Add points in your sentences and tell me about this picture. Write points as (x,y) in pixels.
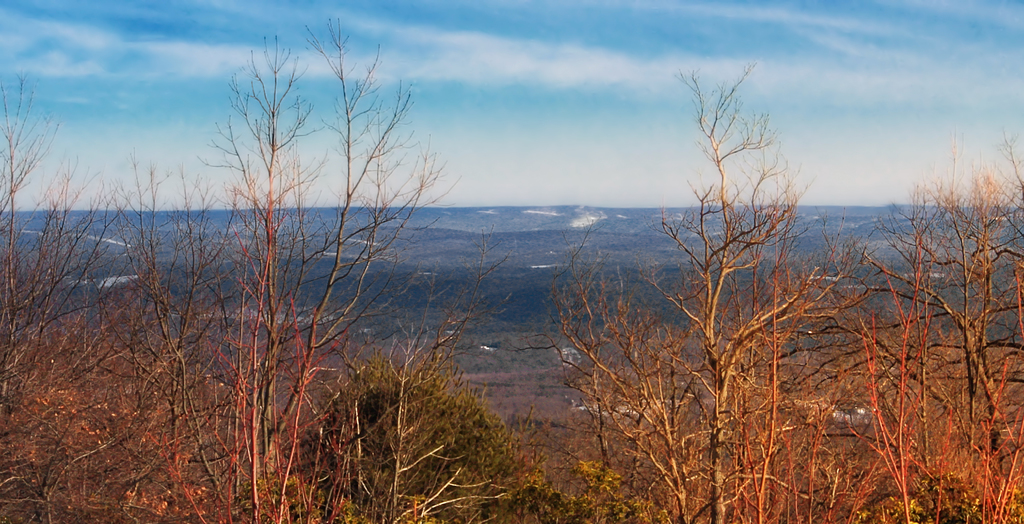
In this image there are trees (998,498), hills (552,216), and in the background (546,186) there is sky (506,159).
